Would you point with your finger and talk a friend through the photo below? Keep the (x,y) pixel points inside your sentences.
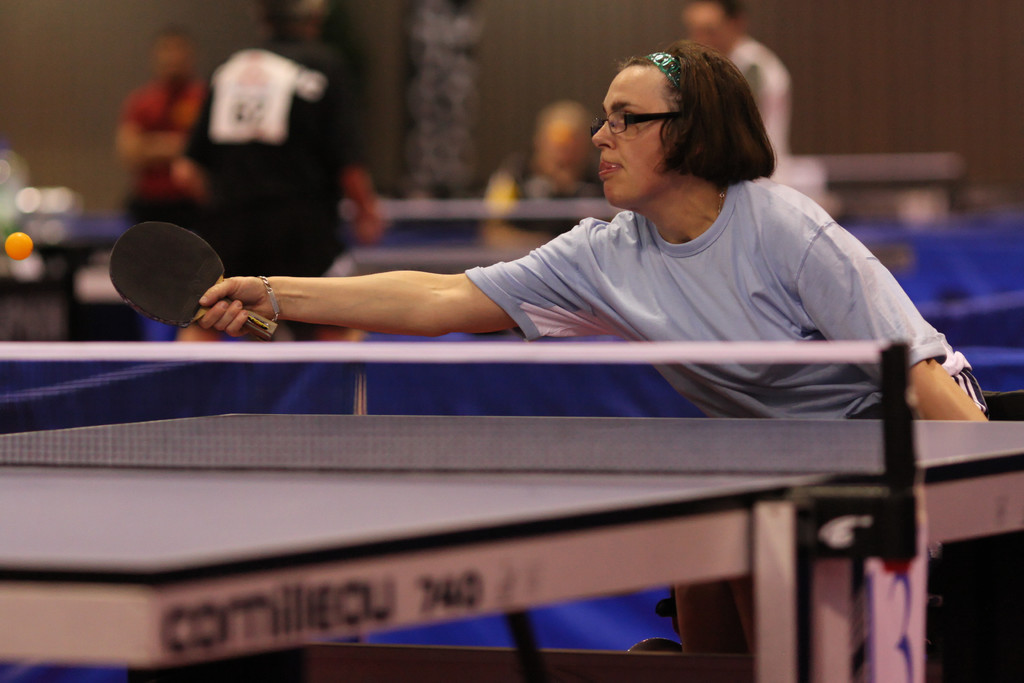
As we can see in the image there a women (722,259) holding table tennis racket (207,278) and in the background (335,138) is blurry.
